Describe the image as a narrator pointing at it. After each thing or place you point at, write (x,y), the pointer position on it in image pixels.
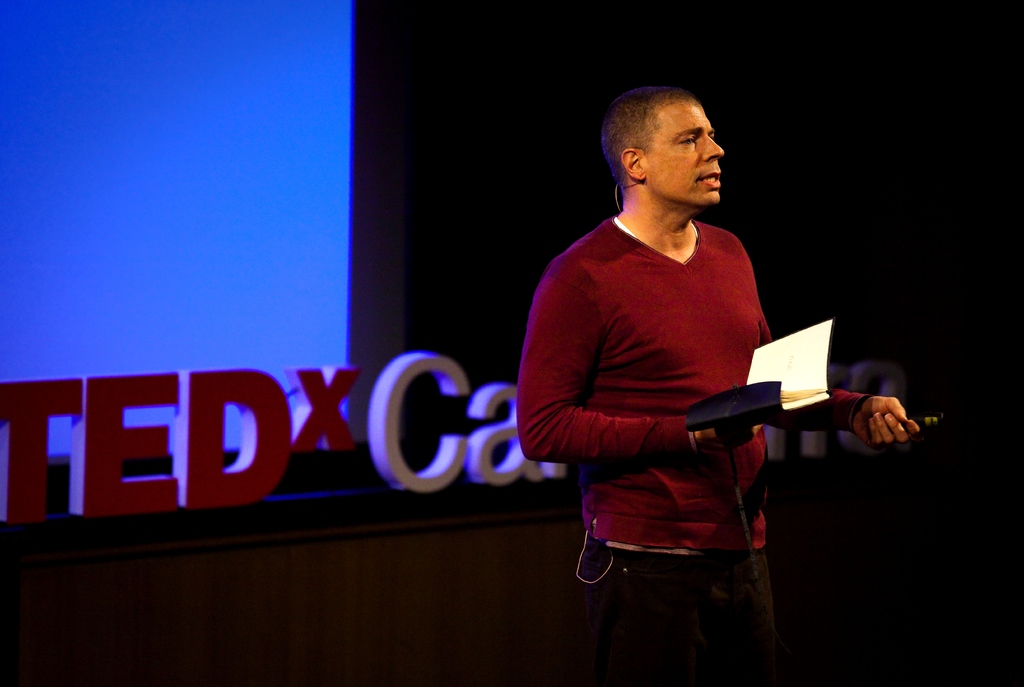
In this image I see a man (644,670) who is wearing red t-shirt (648,491) and jeans (765,602) and I see he is holding a book (814,331) in his hand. In the background (859,371) I see few words (488,413) over here and I see a blue color thing (297,293) over here and it is dark over here.
